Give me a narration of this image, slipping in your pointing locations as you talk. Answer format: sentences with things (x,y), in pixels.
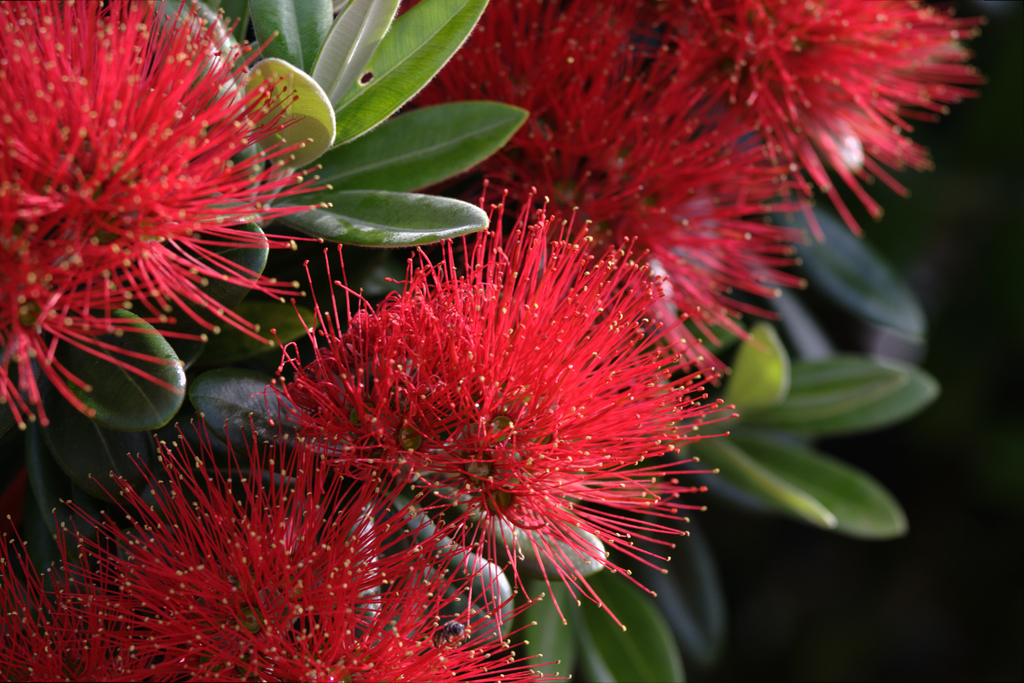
In this image we can see some flowers (182,143) and leaves (626,607).
